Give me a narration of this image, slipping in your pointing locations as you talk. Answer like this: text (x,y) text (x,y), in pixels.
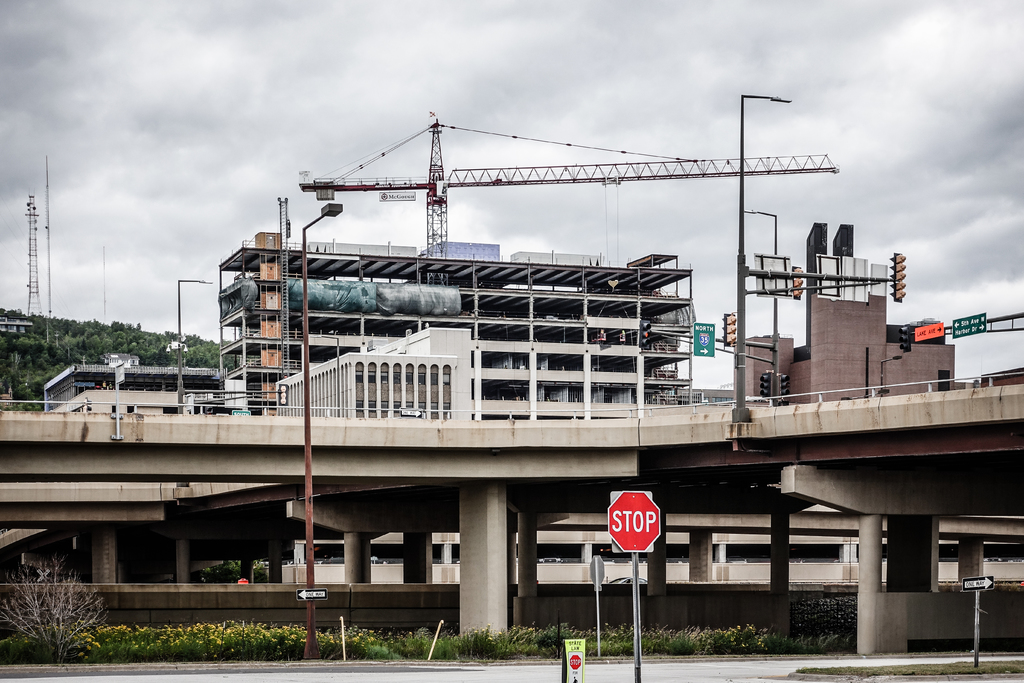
In the picture I can see few boards (622,550) which is attached to the pole (635,554) below it and there are few plants (195,632) in the left corner (168,644) and there is a bridge (447,436) beside it and there are few buildings (580,274), traffic signals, cranes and trees (92,358) in the background (591,299) and the sky (536,51) is cloudy.
